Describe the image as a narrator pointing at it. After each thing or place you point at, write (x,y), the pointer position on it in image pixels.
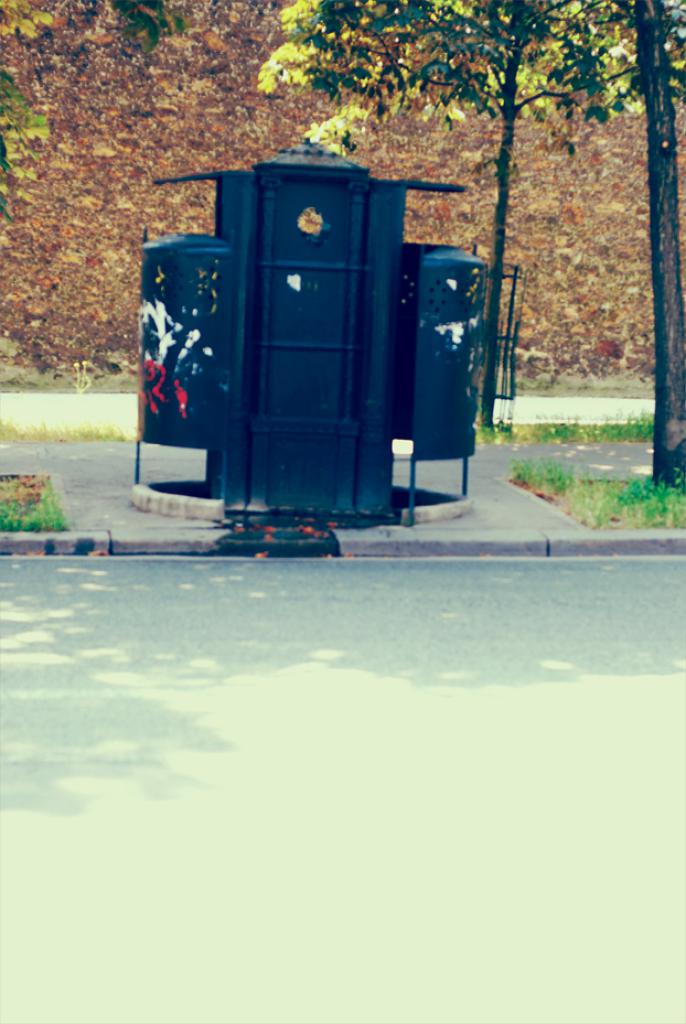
In this image I can see the road (302,779), the sidewalk (87,500) and the black colored metal object (388,287) on the sidewalk (345,534). I can see few trees (401,46) which are green in color and the brown colored background (210,14).
